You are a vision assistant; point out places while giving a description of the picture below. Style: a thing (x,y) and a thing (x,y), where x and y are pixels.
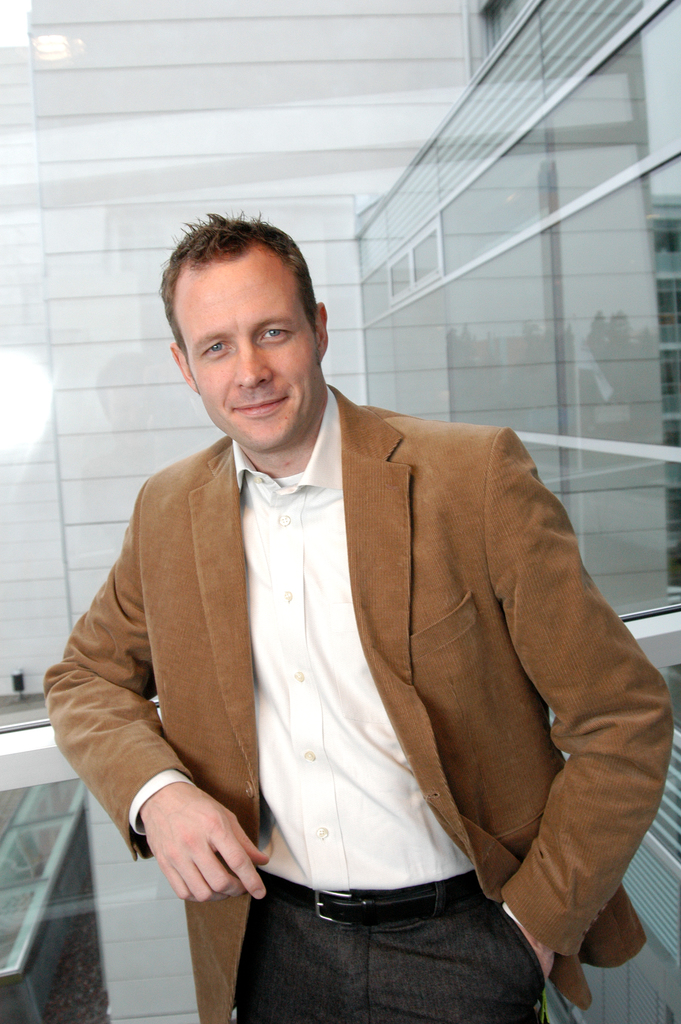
This picture is clicked inside. In the center (252,369) there is a person (227,611) wearing blazer (228,596), white color shirt (331,546), smiling and standing. In the background (440,111) we can see the wall (96,437), sky (680,121), building (654,260) and some other objects (48,760).
